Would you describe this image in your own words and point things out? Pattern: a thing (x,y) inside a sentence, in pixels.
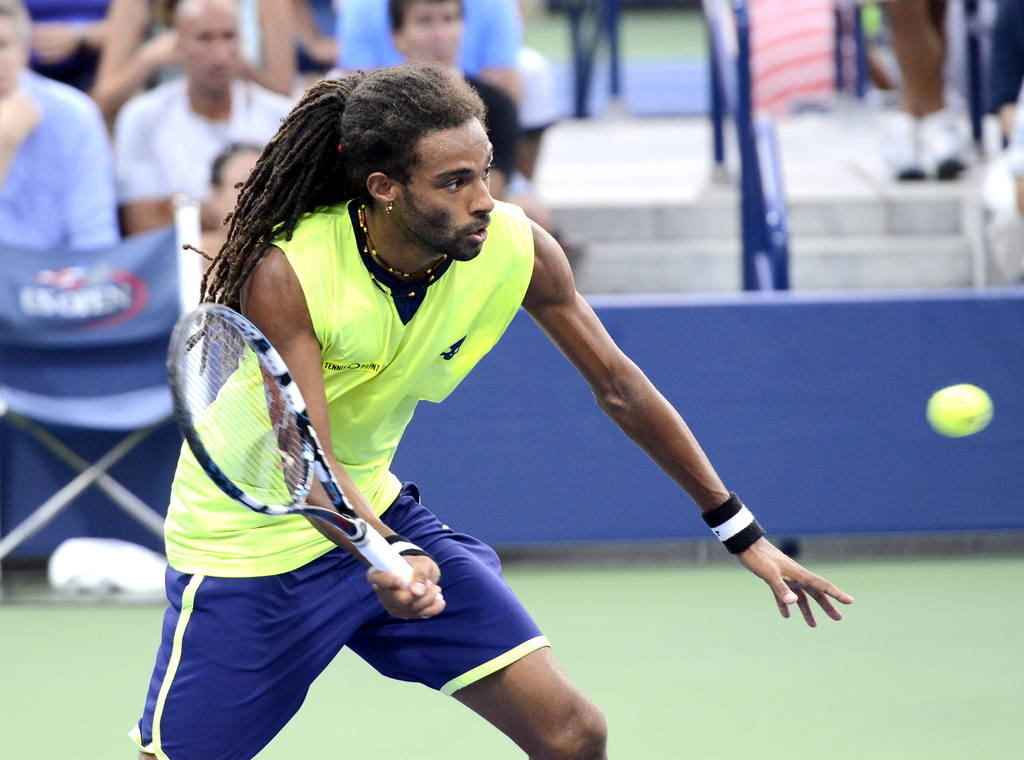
In this picture we can see a man (368,465) playing a tennis game, he is holding a tennis bat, we can see a ball (967,421) here, in the background (283,80) there are some people (336,47) sitting and looking at the game, there is a chair (96,351) here.
